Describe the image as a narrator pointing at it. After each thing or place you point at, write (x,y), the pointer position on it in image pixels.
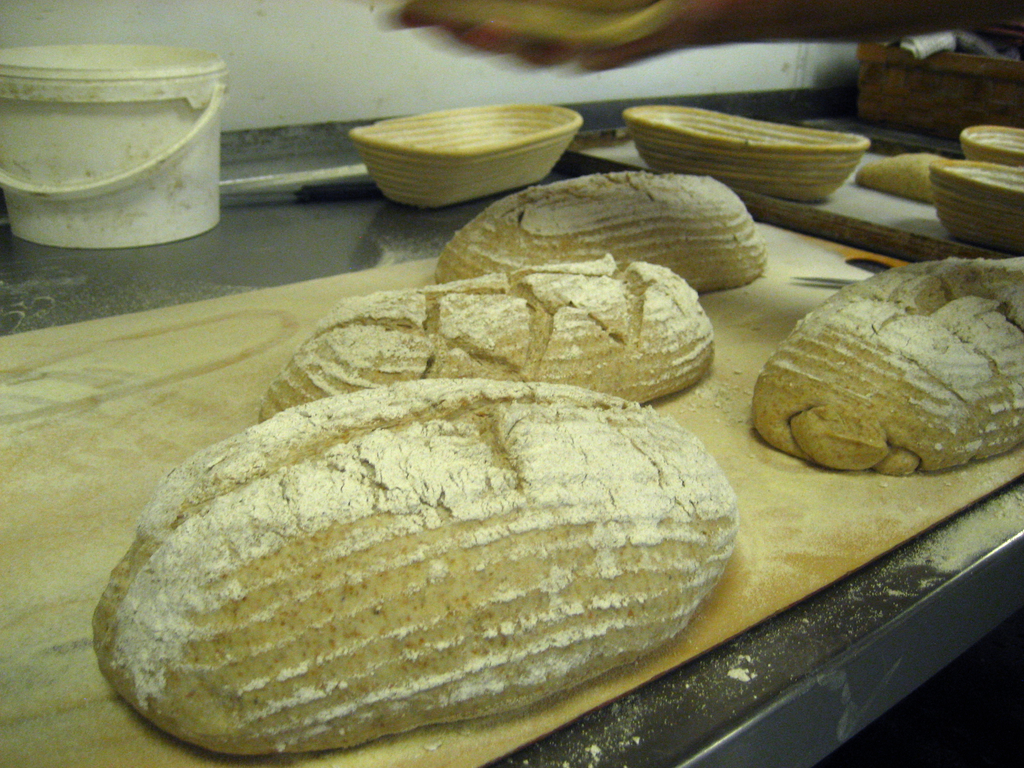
This image consists of food (557,344) which is in the center (542,324) and there are baskets (679,171) and there is a bucket (194,171) which is white in colour and on the right side (985,96) there is an object (994,74) which is visible.
